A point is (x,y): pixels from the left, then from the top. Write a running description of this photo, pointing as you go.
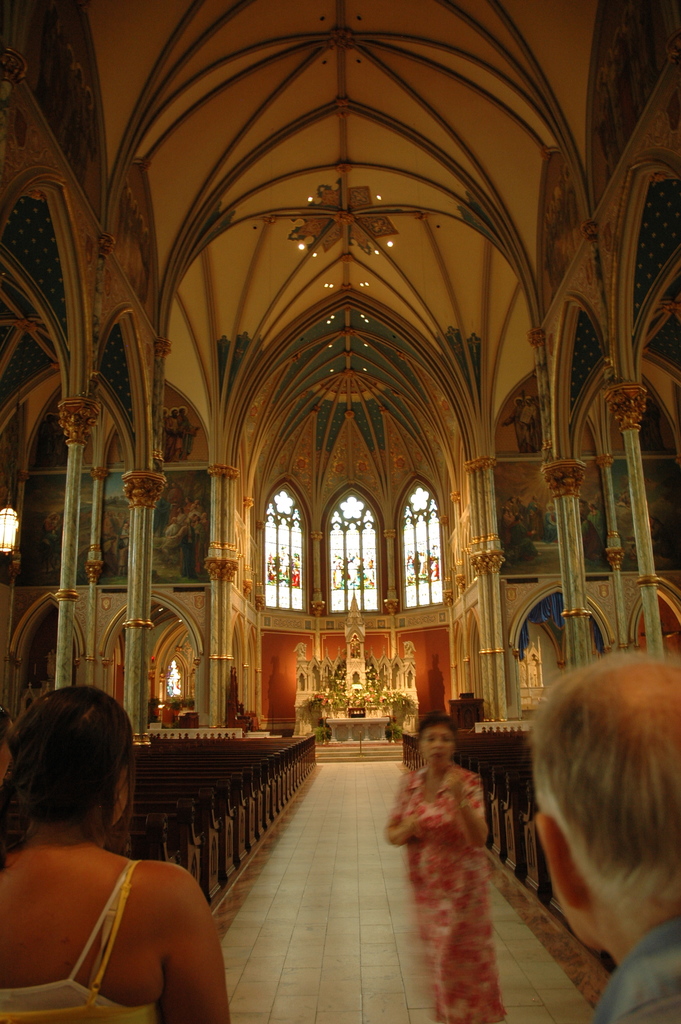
In this picture I can observe a hall (323,535). In the bottom of the picture (605,780) I can observe three members (417,772). On either sides of the picture I can observe benches (517,813). In the background (374,537) I can observe windows (352,551).
